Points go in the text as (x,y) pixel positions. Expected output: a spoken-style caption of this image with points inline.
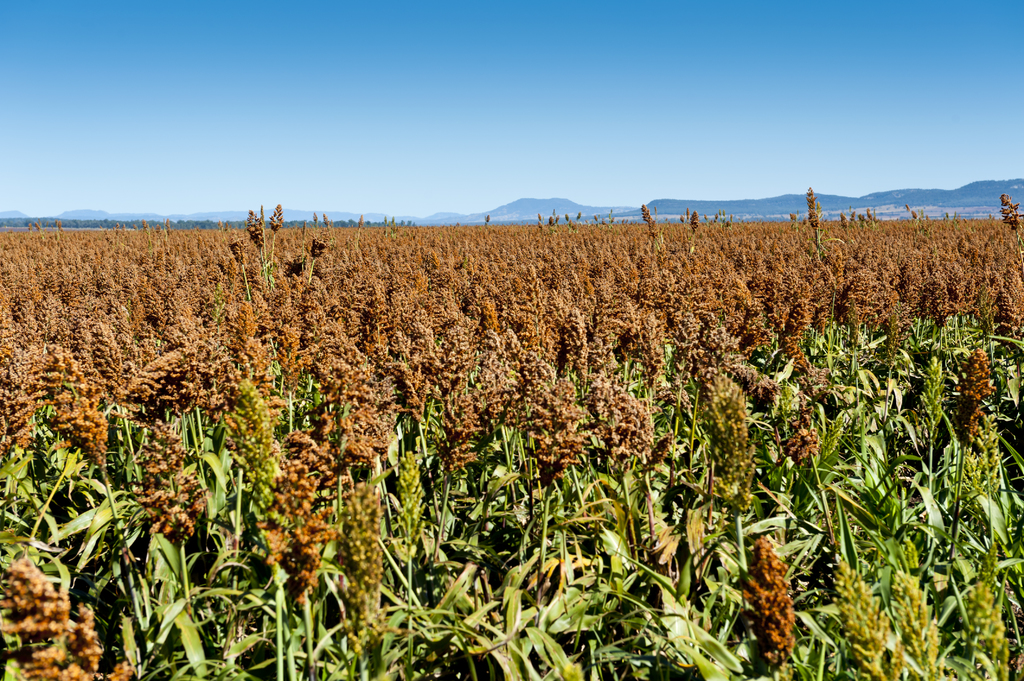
In this image there are crops (451,425). In the background (207,217) there are mountains (507,223) and the sky (544,154).
